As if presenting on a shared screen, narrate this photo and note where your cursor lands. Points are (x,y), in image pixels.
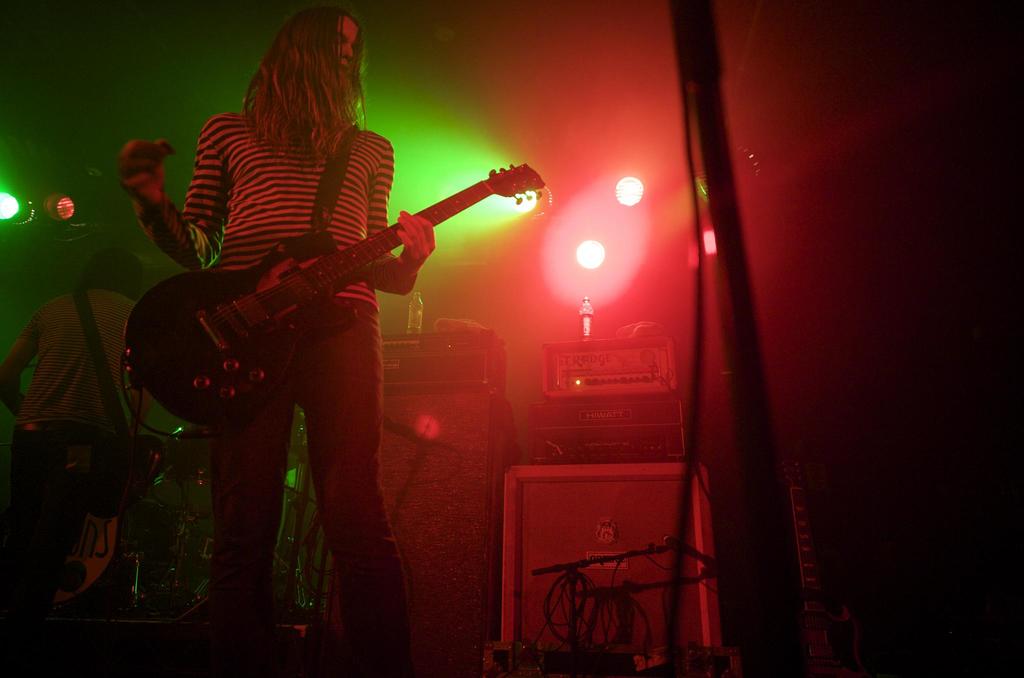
In this picture I can see there is a person (335,417) holding a guitar (211,282) and there is another person (107,386) standing in the backdrop (47,558). There are lights (636,185) attached to the ceiling (528,9).
